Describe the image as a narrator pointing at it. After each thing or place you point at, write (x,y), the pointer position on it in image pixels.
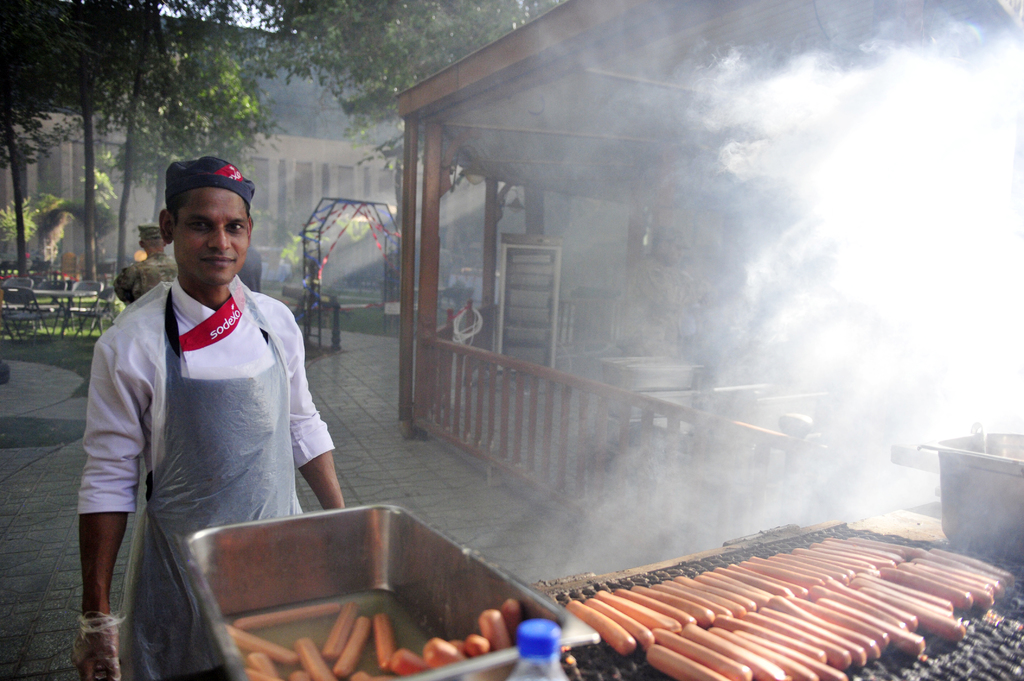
In this image, we can see a person (140,449) is standing and wearing an apron (179,535) and gloves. At the bottom (243,595), we can see containers (1017,508), barbecue (615,650), hot dogs (724,654), bottle (538,663) with lid (520,652). Background (404,476) we can see shed (619,445), few objects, smoke (670,466) and walkway (359,423). On the left side of the image (263,272), we can see few people (165,275), chairs (27,313), tables (64,298), trees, building (292,217) and walls (320,178).
